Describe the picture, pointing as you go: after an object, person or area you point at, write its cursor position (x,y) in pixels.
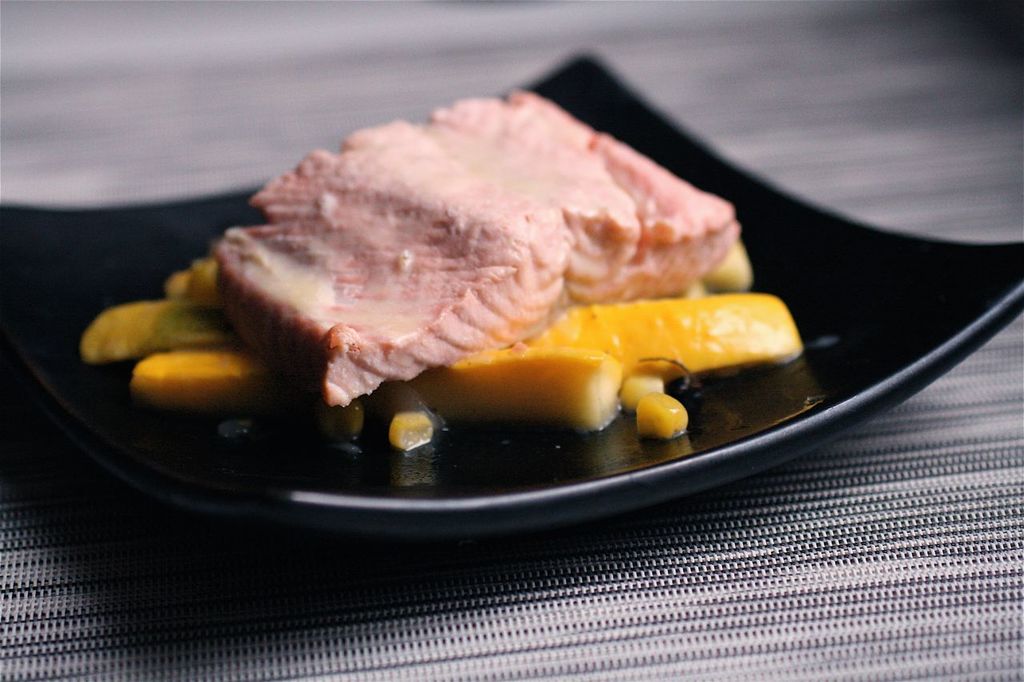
In this image there is a table (344,677), on the table (86,172) there is plate (660,481) in which there is a food item (110,331).
